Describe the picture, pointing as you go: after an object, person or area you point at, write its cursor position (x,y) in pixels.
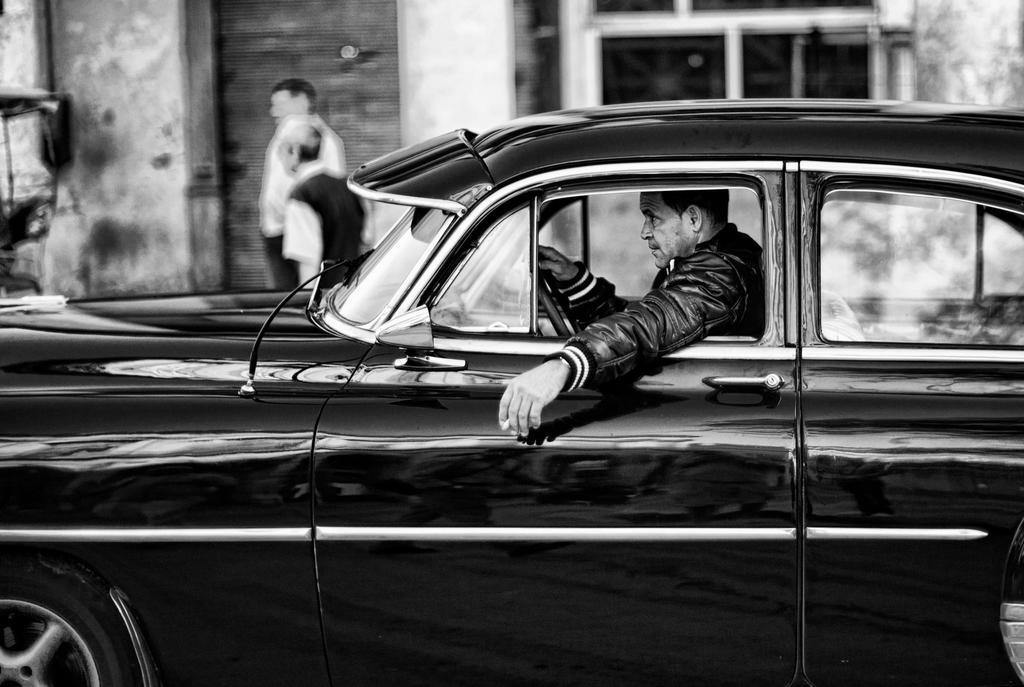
there is a man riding a car (245,385) behind and there are two men (347,210) standing in front of a building (214,226).
